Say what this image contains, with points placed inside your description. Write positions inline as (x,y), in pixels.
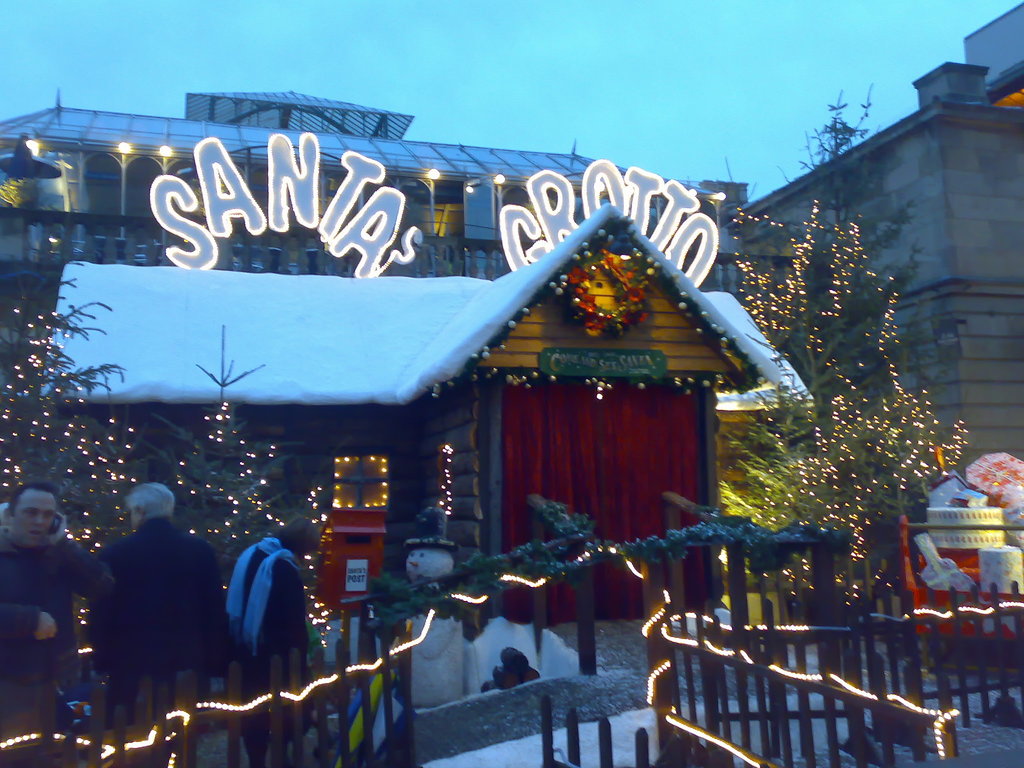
In this image we can see the buildings (171,396). We can also see the trees (177,460) with the lights decoration (874,482). We can see the wooden fence (659,574), electric lights (735,757), post box (357,564) and also some other objects (969,546). We can also see the people (216,662) standing on the left (131,680). We can see the snow (146,325) and also the sky (557,19).
